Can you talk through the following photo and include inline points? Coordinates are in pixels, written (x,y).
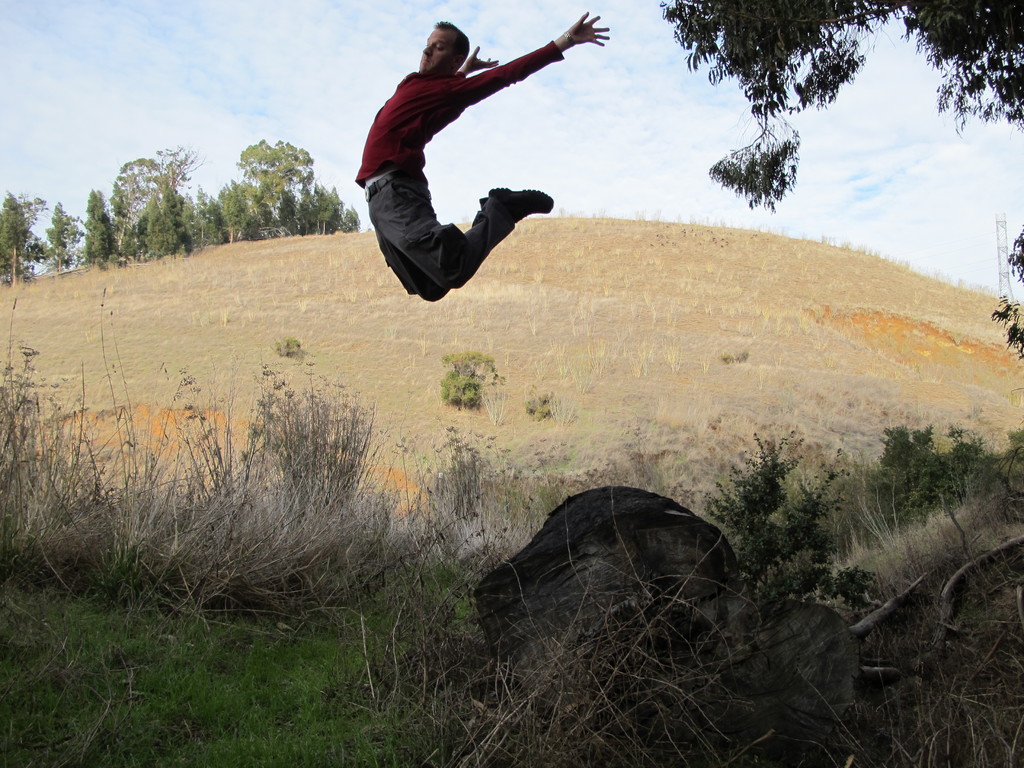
In the image there is a man (418,82) jumping from the ground (316,266) and on the ground (81,748) there is a lot of grass (288,475) and there are trees (100,236) in the background (135,262).
